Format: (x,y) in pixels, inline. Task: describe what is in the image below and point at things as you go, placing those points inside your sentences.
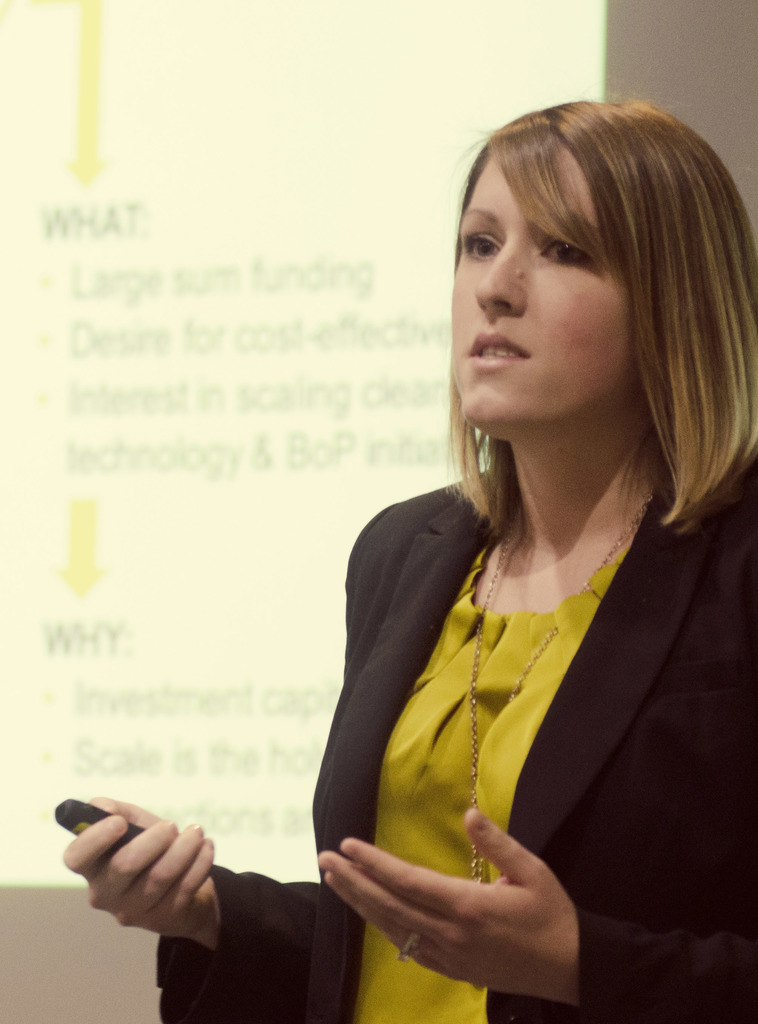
On the right (626,563) there is a woman (504,711) holding an electronic gadget (126,832), she is wearing a jacket (444,573). In the background (206,266) it might be a projector screen (245,301) we can see text (126,388) also.
